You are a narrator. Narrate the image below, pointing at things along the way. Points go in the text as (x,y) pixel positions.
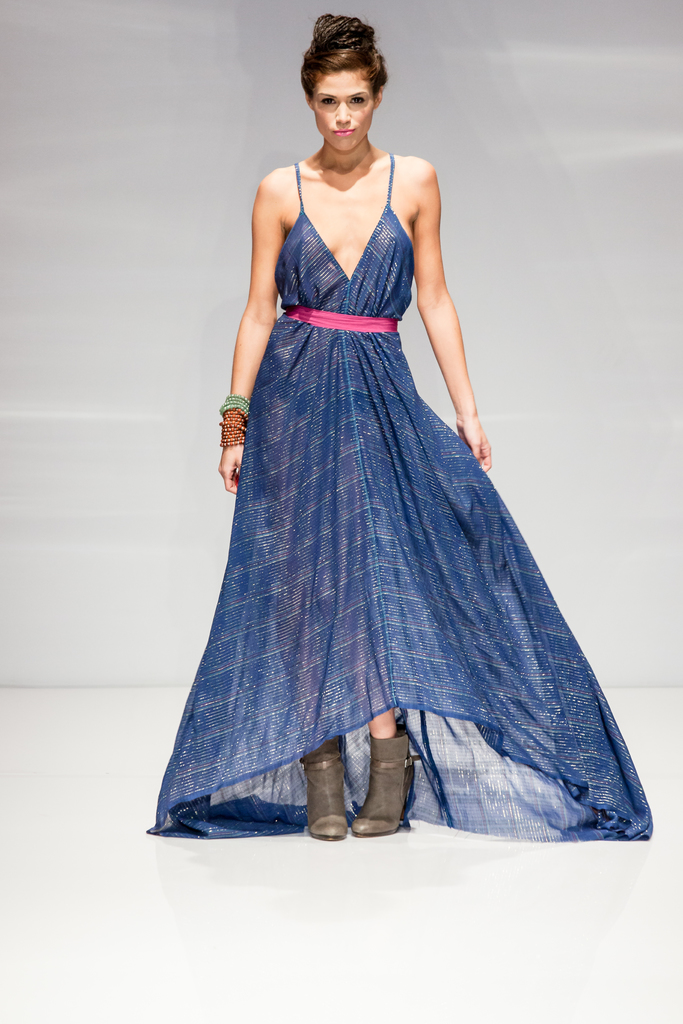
In this picture we can see a woman (243,529) standing on the floor (39,848).
